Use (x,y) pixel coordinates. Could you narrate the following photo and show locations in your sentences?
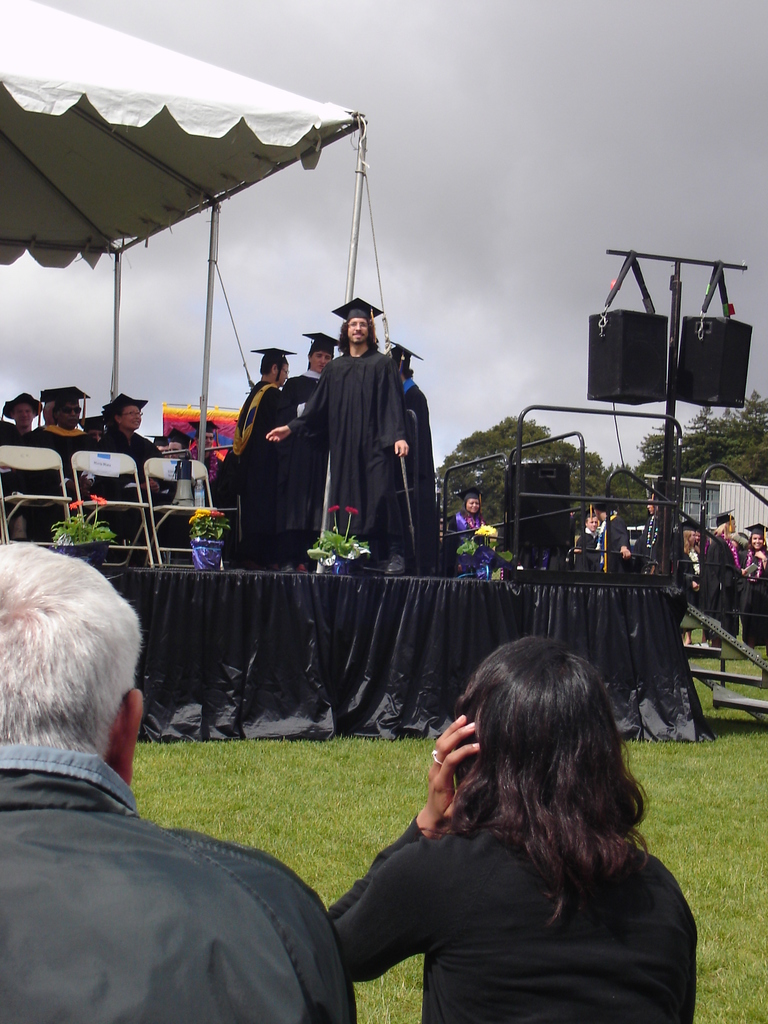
As we can see in the image there are few people (656,552) here and there, black color cloth (482,646), chairs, trees (725,447) and a sky (510,155).
